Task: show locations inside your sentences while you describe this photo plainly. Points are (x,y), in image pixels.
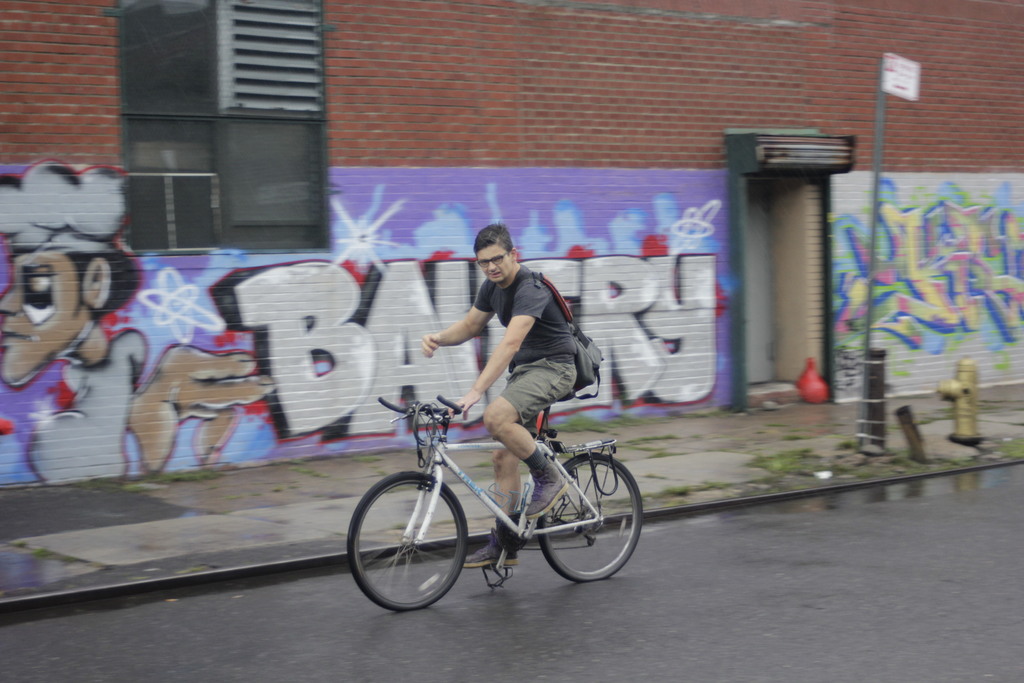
Here is the man (545,362) wearing backpack bag (586,367) and riding bicycle (457,544). This is a building (494,85) with a window (298,82). I can see a hydrant (976,402) which is gold in color. This is a pole (873,405). This looks like a wall (119,298) a painting (406,253). I can see a red color object (809,368) here.
